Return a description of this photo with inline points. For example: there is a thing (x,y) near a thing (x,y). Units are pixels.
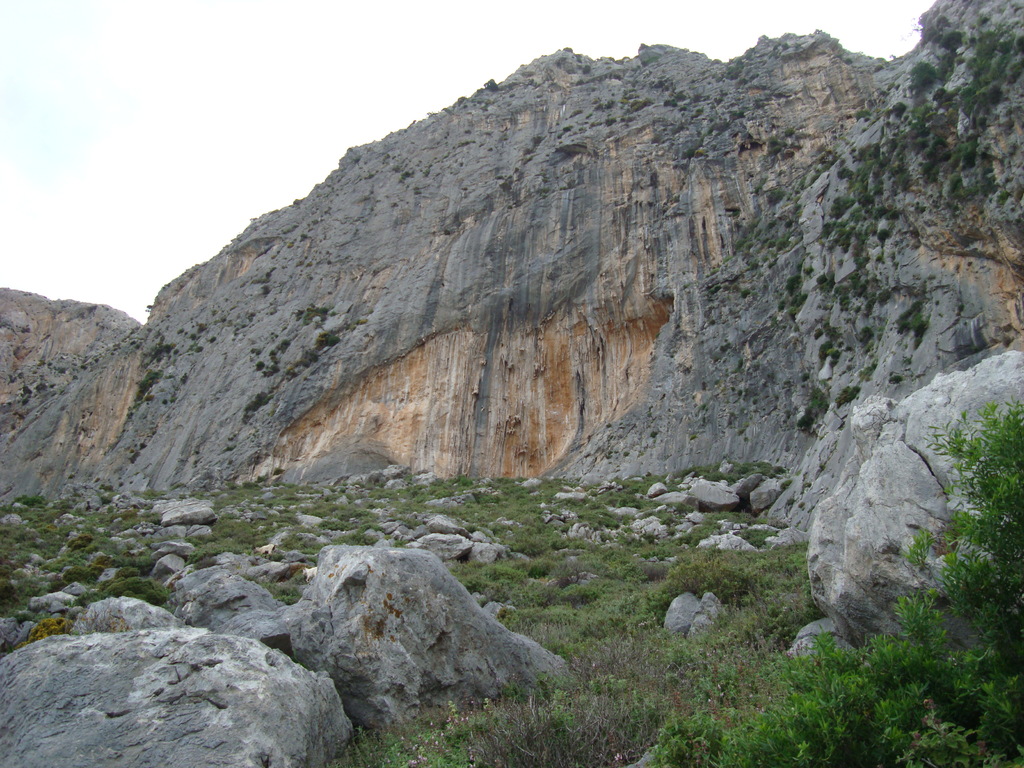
In this image we can see there are rocks (343,572), stones (164,533), grass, mountain (398,410) and the sky (171,116).
